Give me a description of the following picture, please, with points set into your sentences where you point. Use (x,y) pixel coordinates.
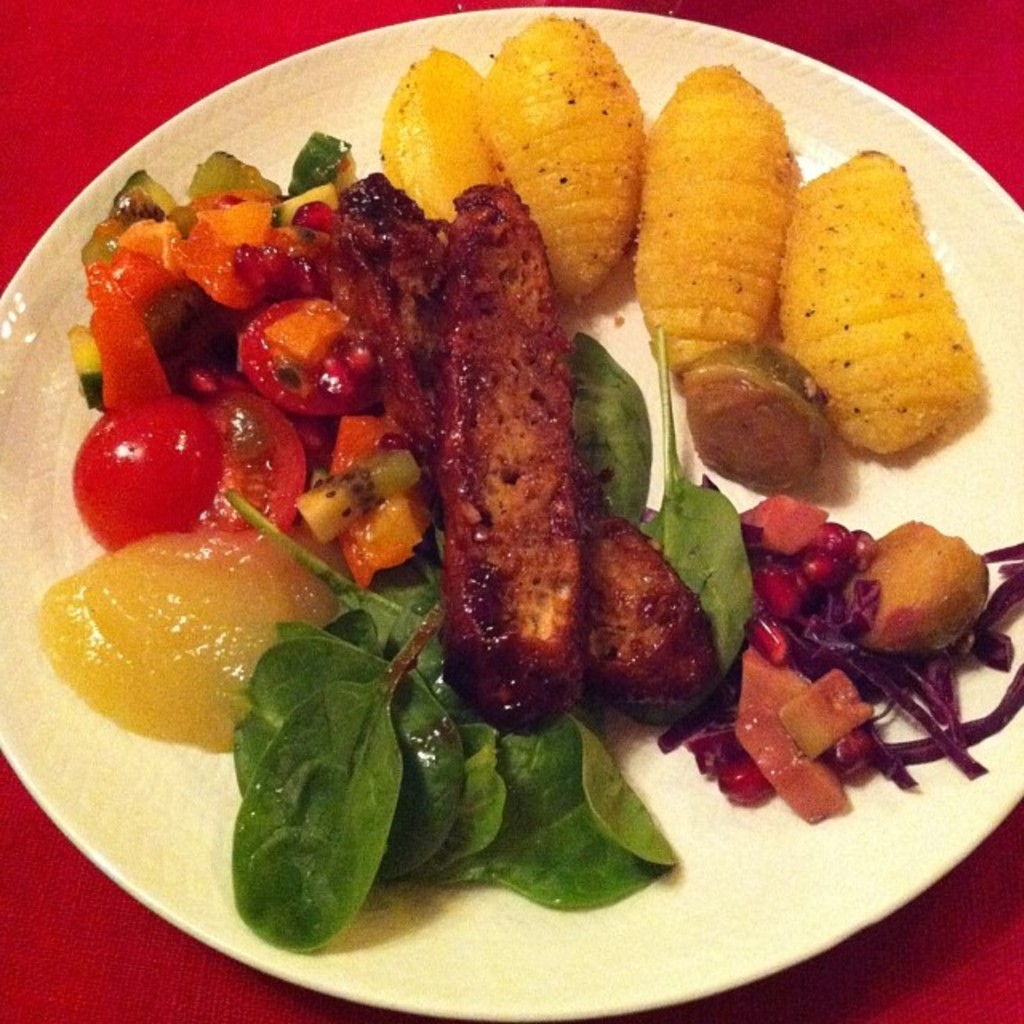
In this image there are leaves (439,731) and other food items (692,343) in a white color plate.
